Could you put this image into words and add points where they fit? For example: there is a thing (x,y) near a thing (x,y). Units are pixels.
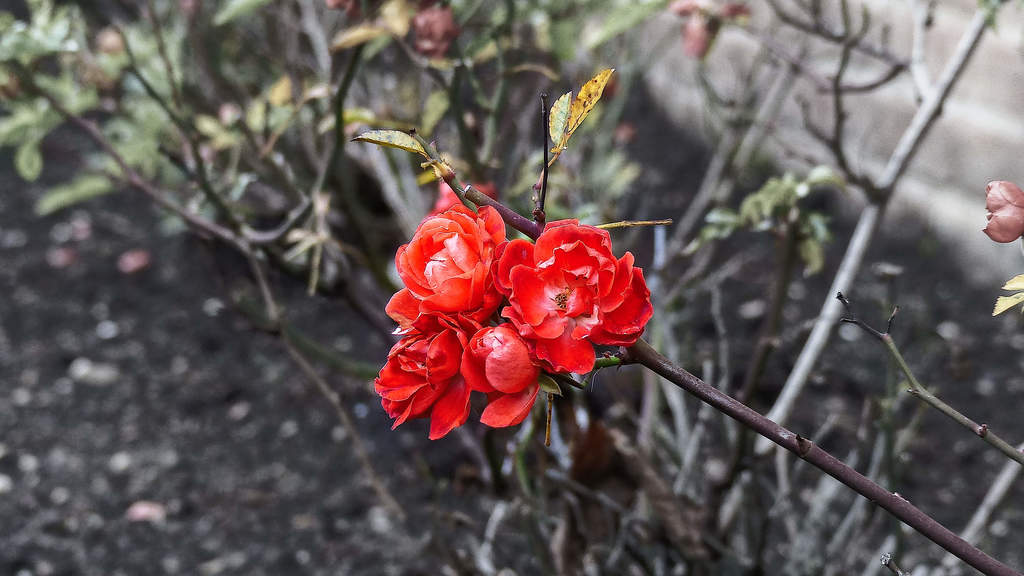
This picture is clicked outside. In the center (572,370) we can see the flowers (464,291) and leaves (592,99) of a plant (668,364). In the background (903,169) we can see the plants (313,107), leaves (12,52), flowers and some other objects (367,429).
